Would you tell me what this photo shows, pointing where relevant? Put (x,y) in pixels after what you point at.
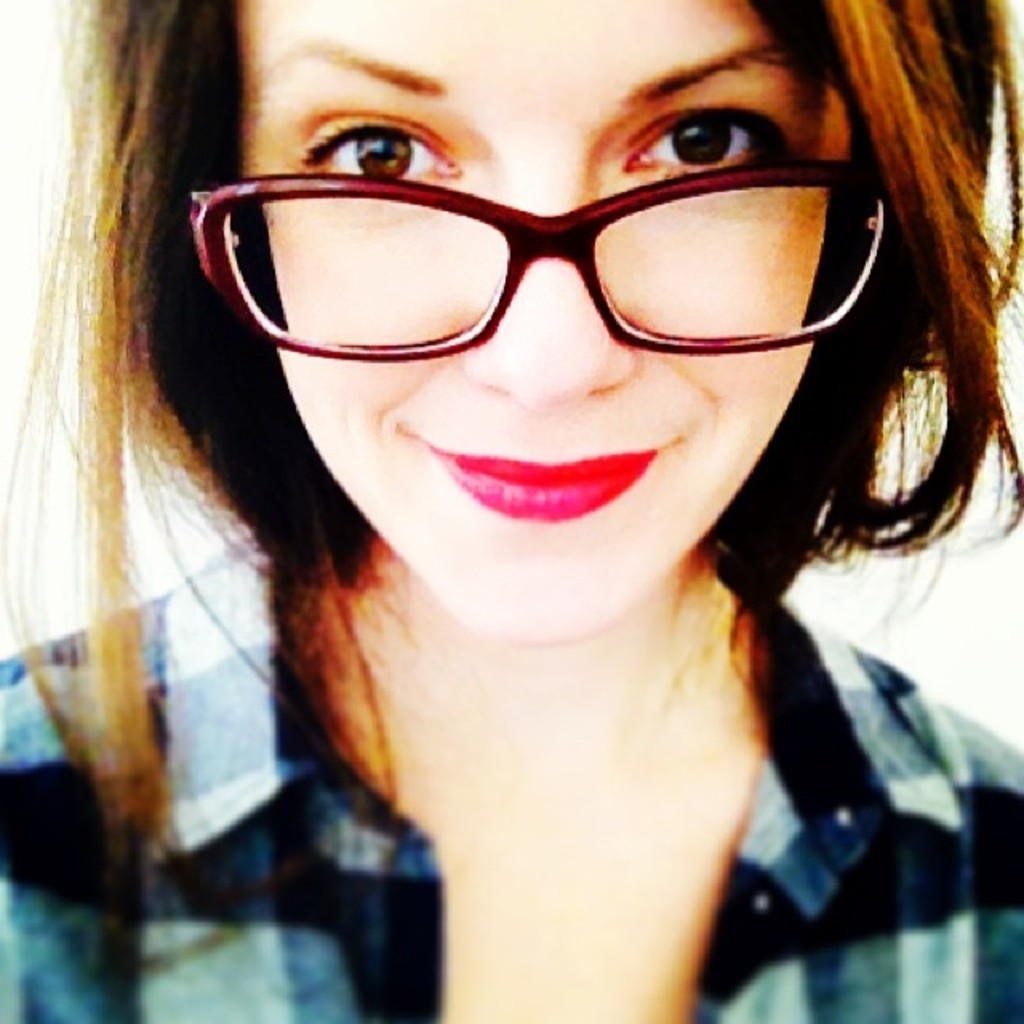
In this image there is a woman (384,370) smiling and wearing a spects (517,279).
